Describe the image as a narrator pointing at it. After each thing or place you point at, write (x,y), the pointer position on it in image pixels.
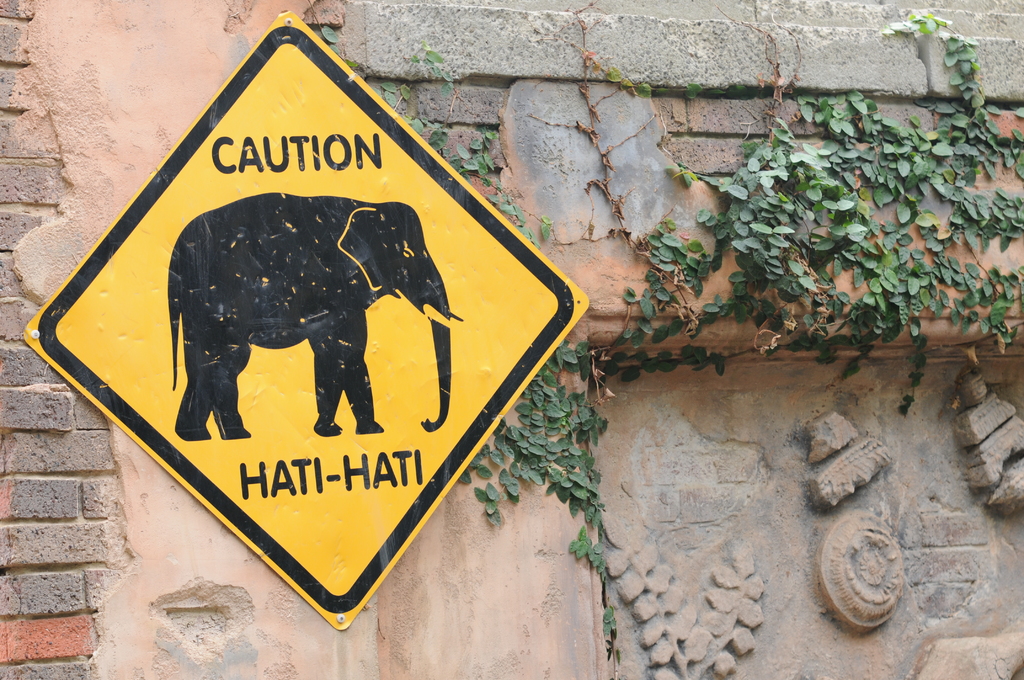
In this image I can see a board (210,194) which is in yellow color, in the board (227,279) I can see an elephant (337,246) and the board (357,235) is attached to the wall (438,113). I can also see a small plant (828,277) in green color.
